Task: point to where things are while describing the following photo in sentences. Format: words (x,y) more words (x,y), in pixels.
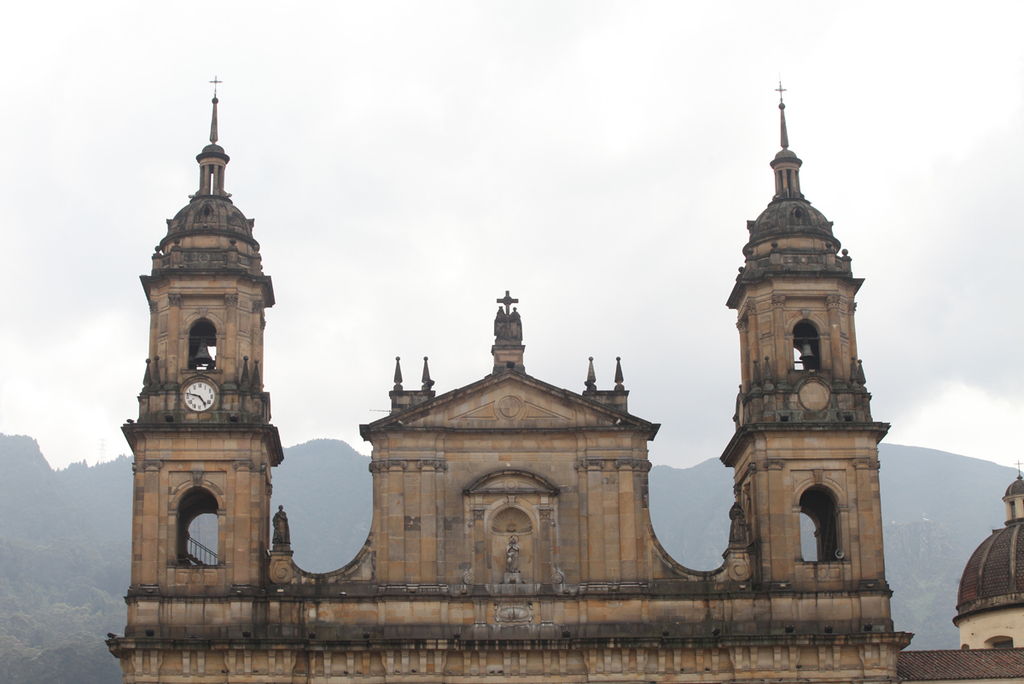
In this picture there is a monuments (178,442). Here we can see a wall clock (194,403). In the background (947,524) we can see trees (36,502) on the mountain (708,508). At the top (526,174) we can see sky (488,220) and clouds (480,233).
